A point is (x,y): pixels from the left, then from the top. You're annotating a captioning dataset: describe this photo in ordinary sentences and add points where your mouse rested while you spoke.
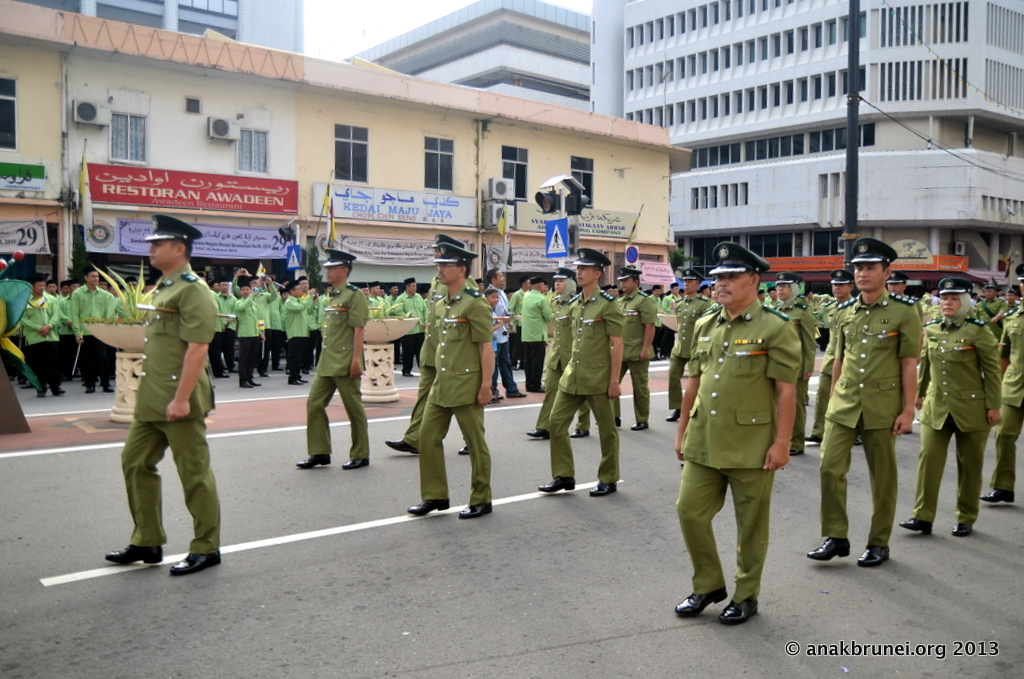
In this picture I can see group of people (609,423) among them some are standing on the road (258,442). These people (582,366) are wearing uniforms (436,323) and hats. In the background (467,184) i can see buildings (357,123), trees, boards (270,200) and sign board (554,250). On the right side (872,104) I can see a pole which has wires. In the background (330,20) I can see the sky (320,28).
